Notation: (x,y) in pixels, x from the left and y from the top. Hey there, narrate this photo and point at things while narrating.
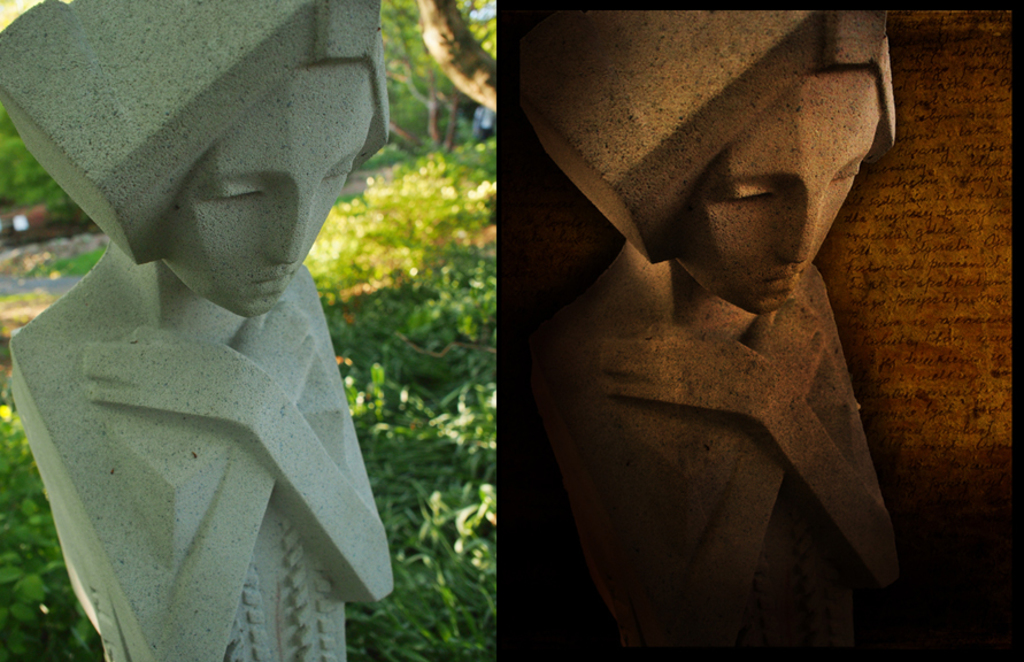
In this picture there are two lady statues (645,76) on the right (705,361) and left side of the image (253,164), one is grey and another one is brown in color, there are plants (375,279) on the left side of the image (340,211).
